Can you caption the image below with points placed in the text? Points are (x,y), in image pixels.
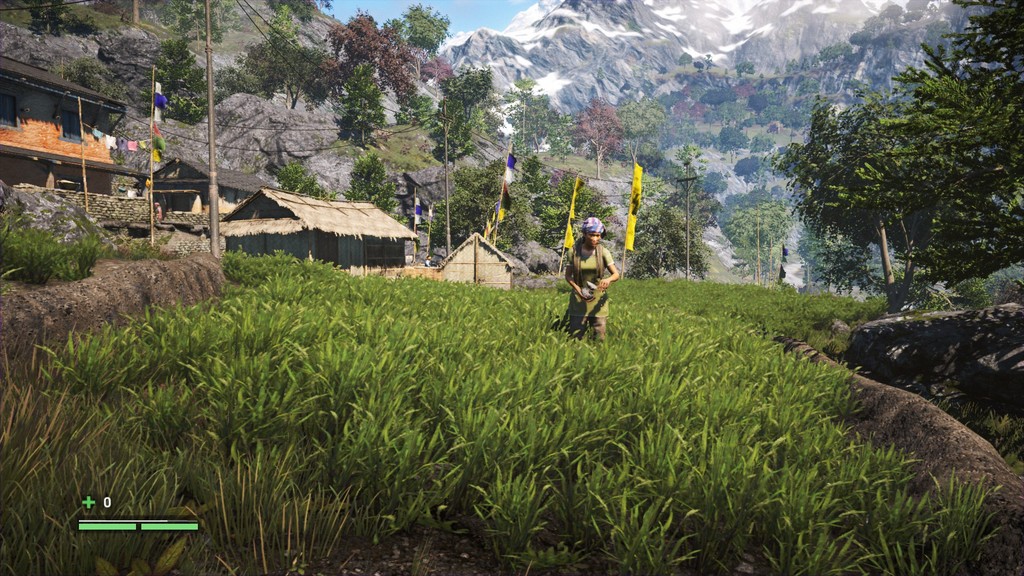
In this image, there are some green color plants (564,489), at the middle (583,267) there is a woman (578,280), she is standing, at the background (313,230) there are some homes (274,219), there are some green color trees (955,185) and there are some mountains (695,54).
